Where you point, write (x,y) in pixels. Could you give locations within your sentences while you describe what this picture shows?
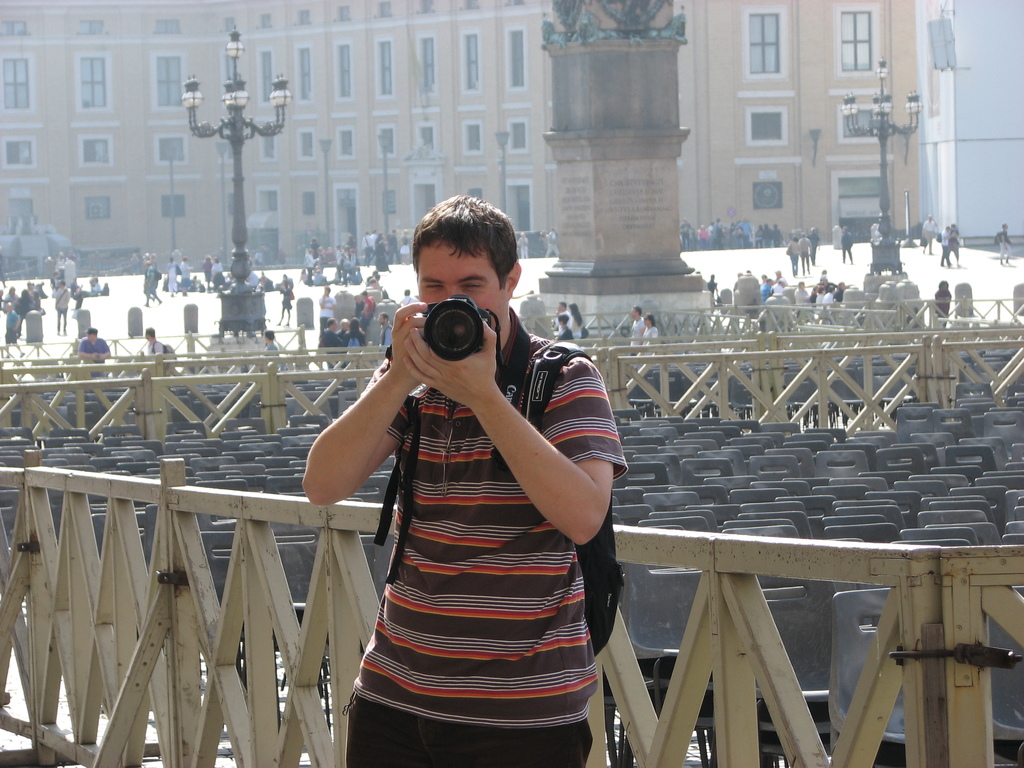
In this image we can see one building (761,120), one statue (618,22) with pillar (624,216), some text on the statue pillar (565,294), some lights (250,334) with poles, one banner (958,153) near the building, one board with text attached to the wall (106,237), three objects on the top right side (941,32) corner of the image, some people (229,282) sitting on the ground (767,267), some fences (592,344), some people (103,350) are standing, some chairs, some people (10,316) are walking, some people (581,326) are wearing bags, some people (579,311) are holding objects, some objects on the ground (1012,281), one object (29,253) looks like vehicle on the left side of the image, one man (463,290) standing, wearing a bag (548,363) and holding camera (465,298) in the middle of the image (471,351).
